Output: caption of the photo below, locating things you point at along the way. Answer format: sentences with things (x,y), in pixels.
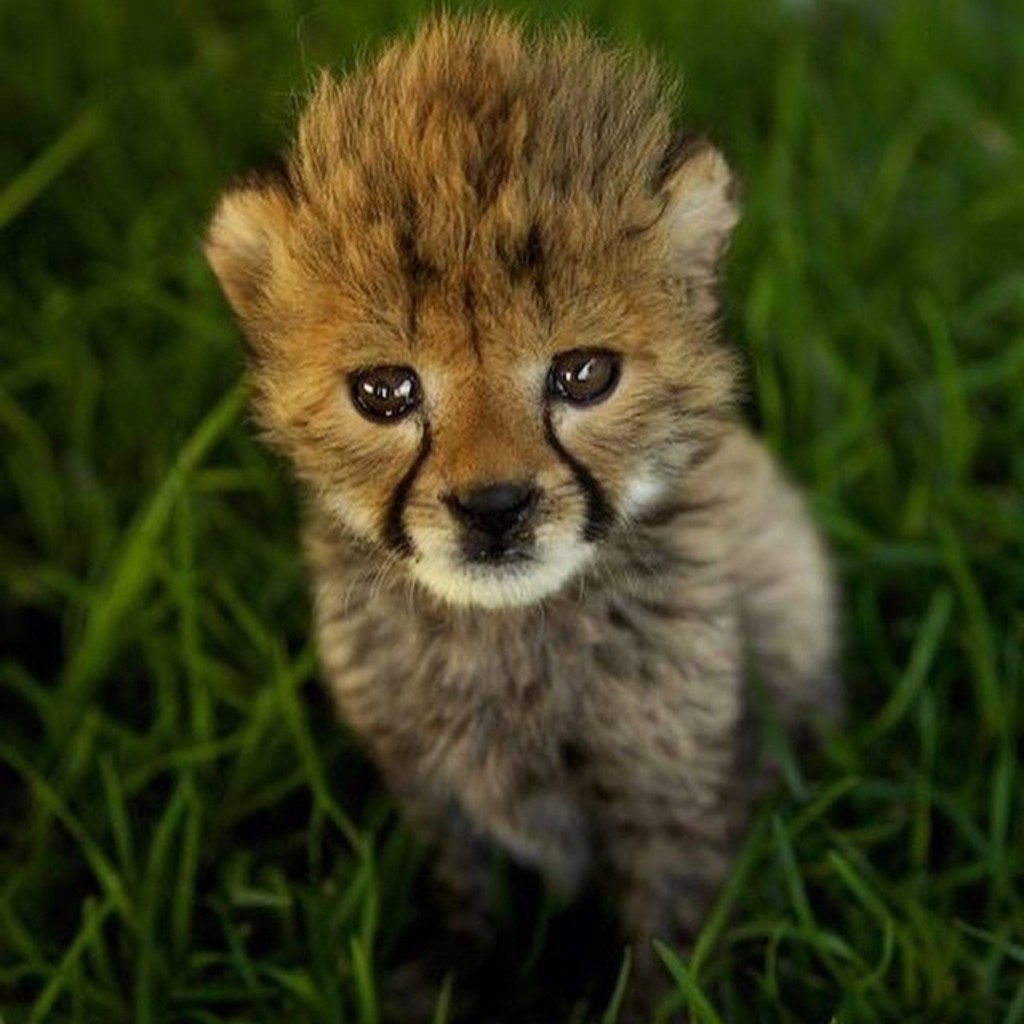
In this image we can see an animal (466,610) in the middle of the grass (756,95).
